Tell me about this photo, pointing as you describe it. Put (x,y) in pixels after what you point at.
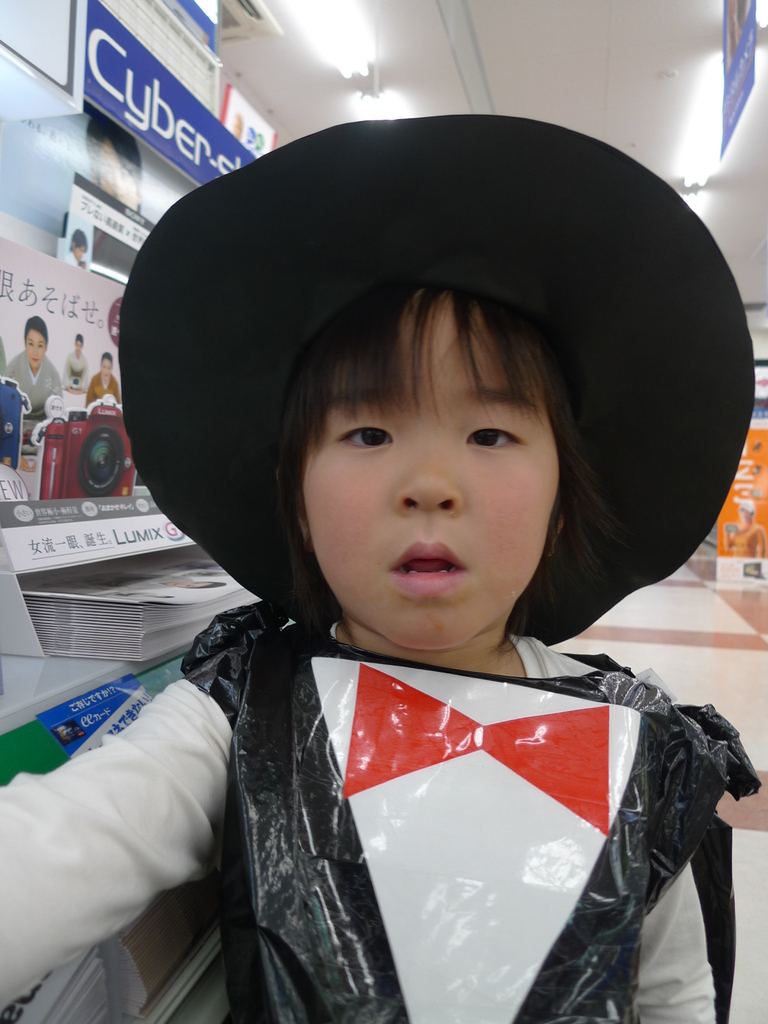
In this image we can see a child (421,638) wearing a hat (440,257). On the ceiling (392,77) there are lights (371,103). On the left side (45,256) we can see banners (104,282). On that there is a camera (44,486), images of people (55,381) and also something is written. And there is a rack (44,687) with papers (57,597).
